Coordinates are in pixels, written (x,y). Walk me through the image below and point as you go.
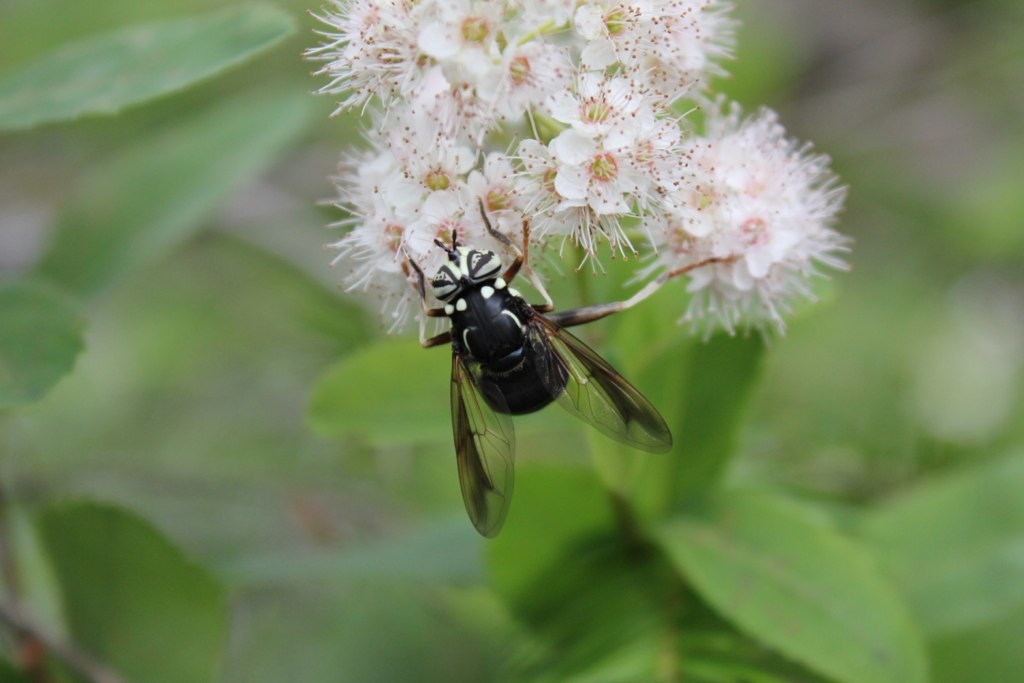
In the center of the image (665,237) we can see one plant (505,207) with flowers (717,270). On one of the flowers (584,218), we can see one insect (502,296). In the background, we can see it is blurred.
